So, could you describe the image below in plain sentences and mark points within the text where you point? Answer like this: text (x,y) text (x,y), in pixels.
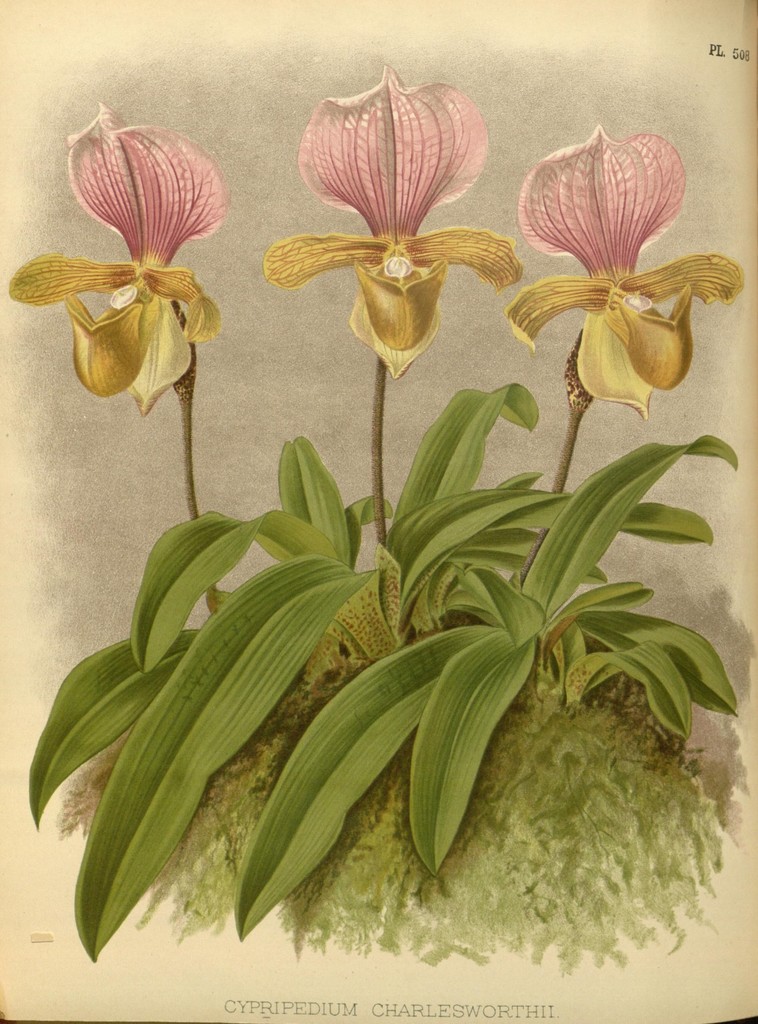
In this image we can see a poster (408,346) with plants (436,468) and flowers (127,301). At the bottom of the image (350,1009) there is some text (300,1009).
